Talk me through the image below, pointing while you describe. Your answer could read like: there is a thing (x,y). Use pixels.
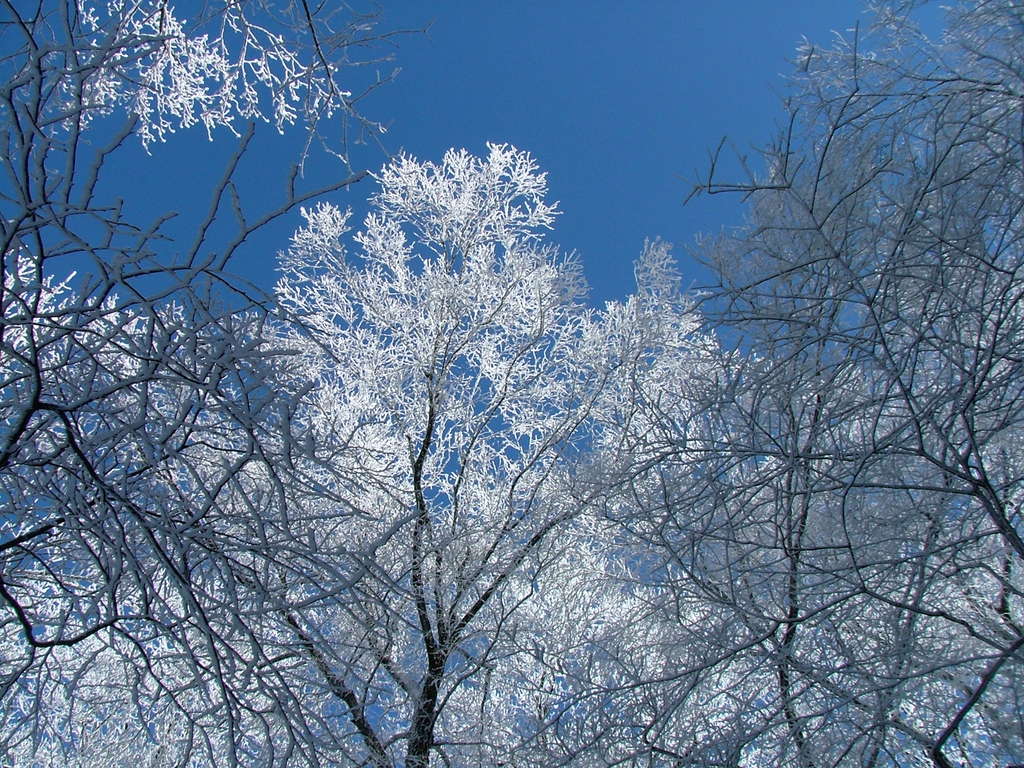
There are many trees (670,438). In the background (89,227) there is sky (473,110).
